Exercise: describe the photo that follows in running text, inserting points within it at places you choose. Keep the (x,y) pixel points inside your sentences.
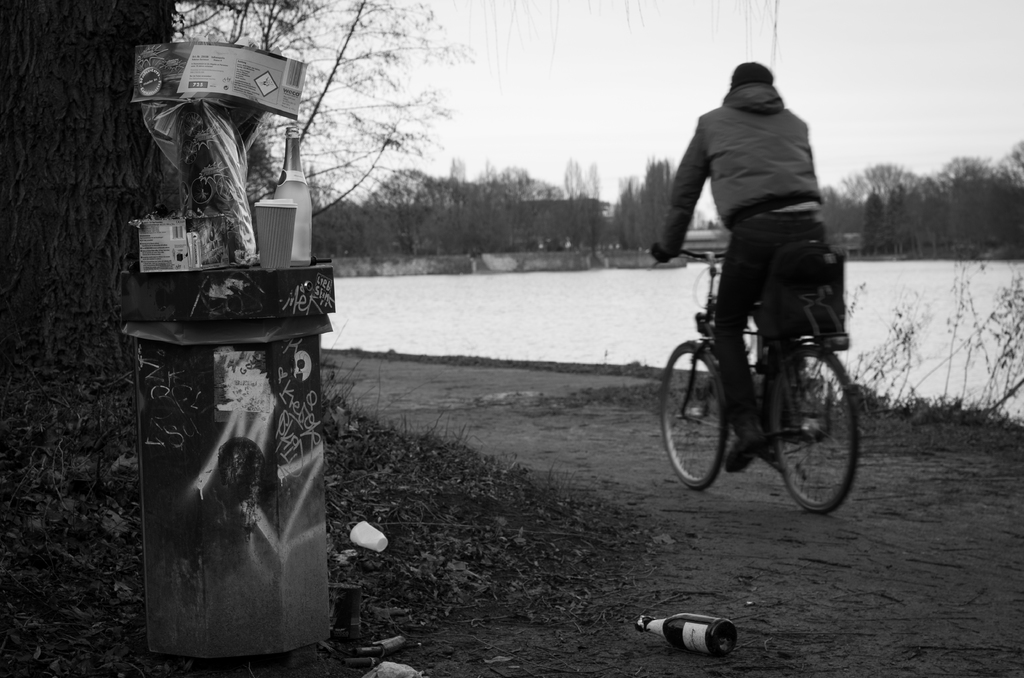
This is a black and white picture. It is taken in the outdoor. A man (743,188) is riding his bicycle (722,422) on the path (599,451) and on the path (607,438) there are cups (374,530), bottle (670,631) and some items (192,271). In front of the man (743,310) there is a water (563,296), trees (521,249) and sky (554,103).
